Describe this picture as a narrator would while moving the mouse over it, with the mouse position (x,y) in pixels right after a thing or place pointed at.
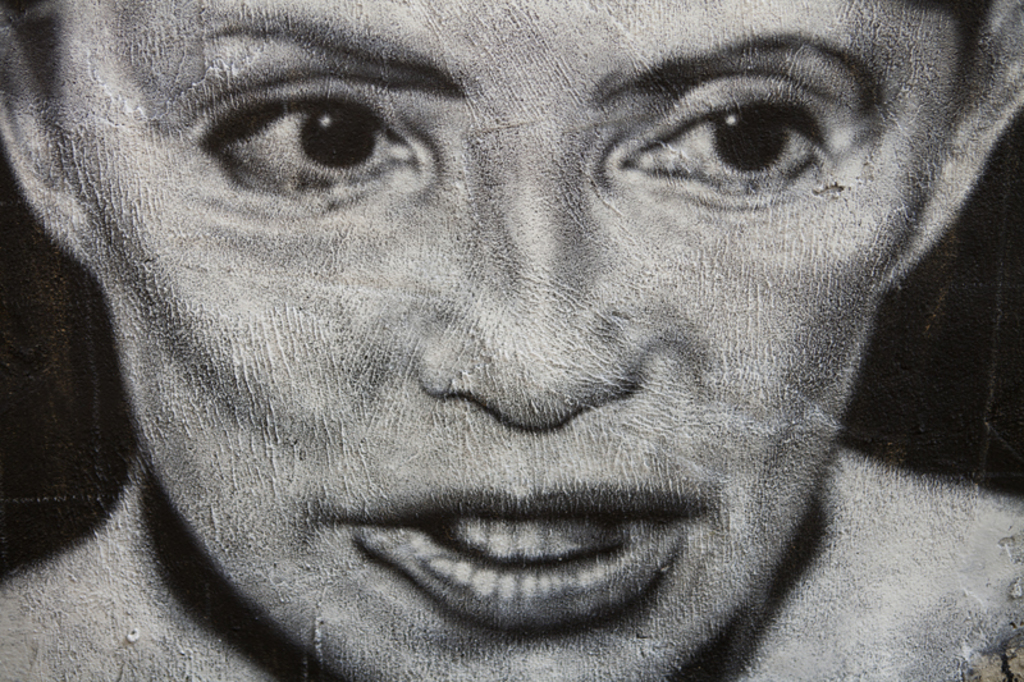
This image consists of a picture of a woman (319,301). The background (1015,250) is dark.
